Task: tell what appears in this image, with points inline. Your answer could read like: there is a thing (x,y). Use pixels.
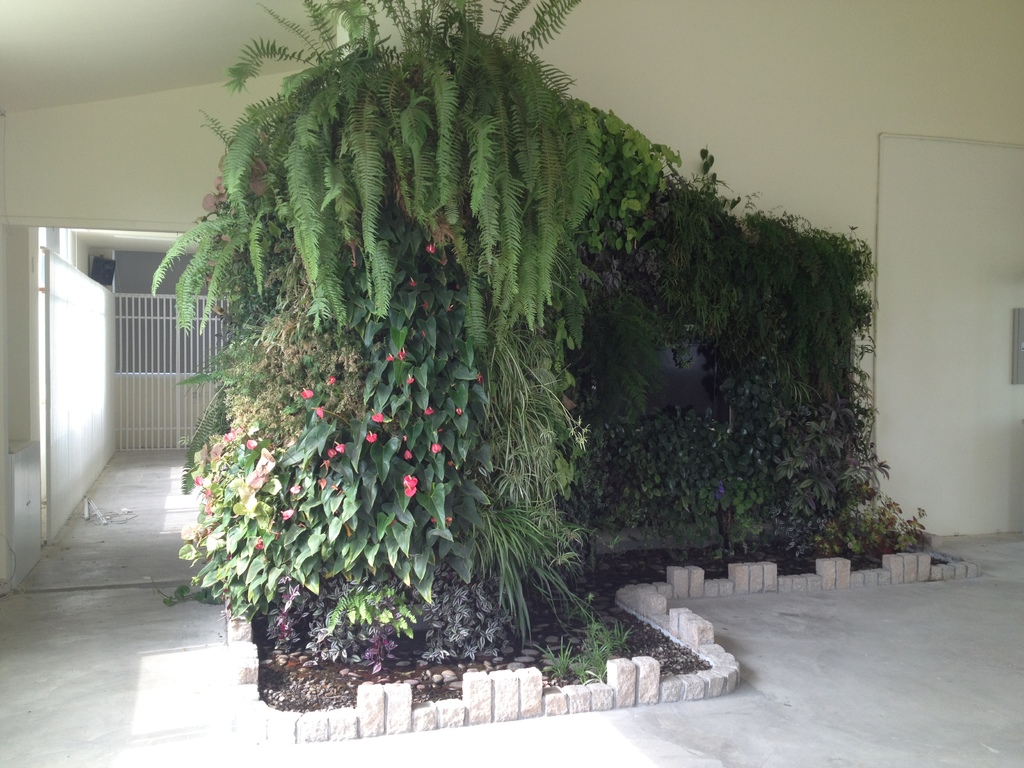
In this image we can see few trees (493,332), plants (606,387) and stones (680,589) around the trees (241,572) and in the background (732,117) there is a door (956,326) to the wall (714,96) and an iron railing (159,354) and a black color object (106,268) to the wall (128,276).
